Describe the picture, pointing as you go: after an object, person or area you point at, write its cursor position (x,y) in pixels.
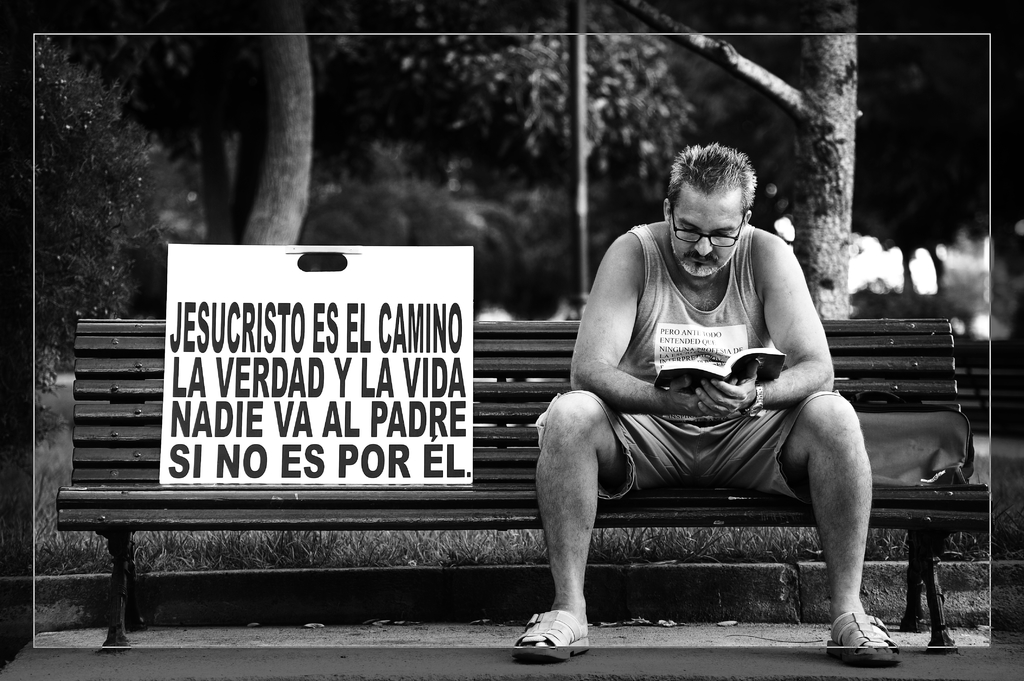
There is a man (622,274) sitting on this chair (414,511). He is reading a book (754,350). In the background (355,119) we can see trees (707,93).
